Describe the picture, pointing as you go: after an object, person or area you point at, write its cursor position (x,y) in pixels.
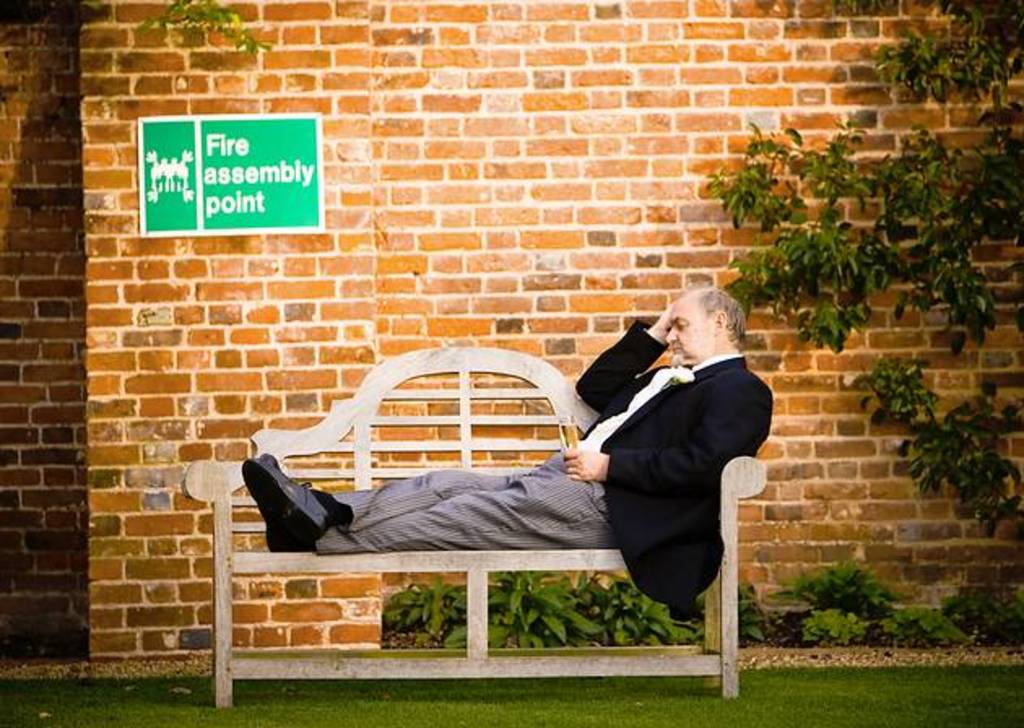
In this image there is a man (547,511) sitting on a bench (465,553) holding a wine glass (570,438) with wine (568,436) in it. He wore black suit (680,430), grey trouser (465,513) and black shoes (294,501). There is a tree (828,250) at the right corner of the image (942,193) and I can see a small plants (603,630) planted at the behind the bench (205,492). There is a brick textured wall (359,260) at background (374,275) where fire assembly point sign board (251,179) is attached to that wall (350,140). I can see a grass (338,689) at bottom of the image (441,697).
